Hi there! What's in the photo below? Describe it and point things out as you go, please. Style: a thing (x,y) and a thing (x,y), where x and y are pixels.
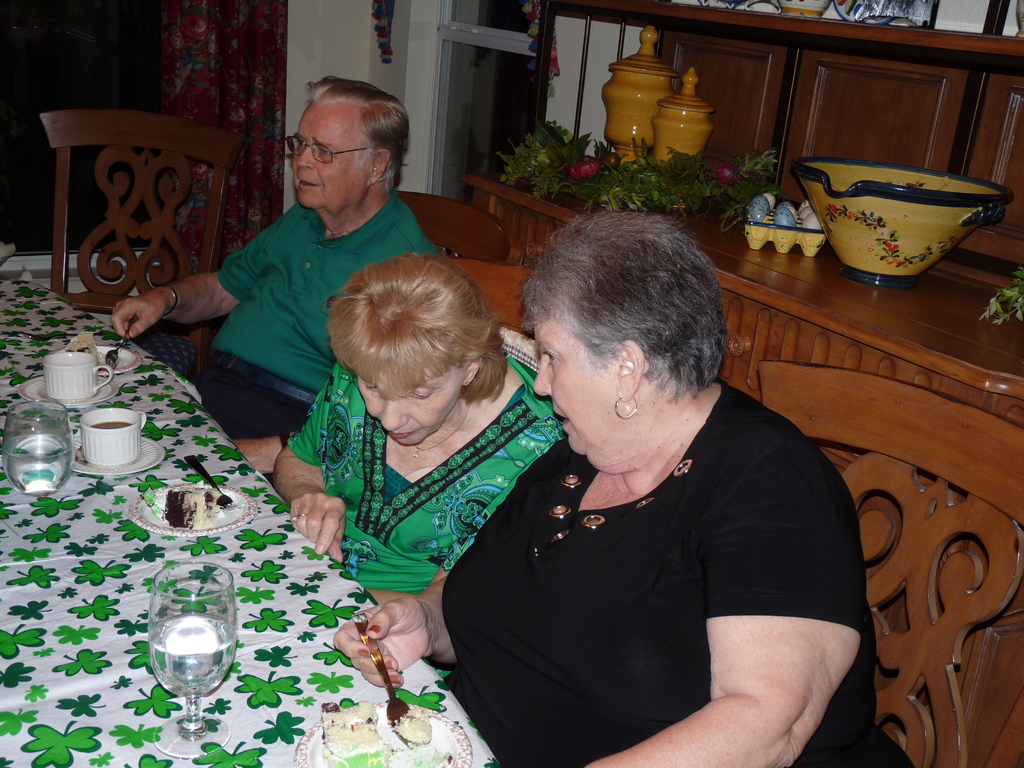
In this picture we can see a person (296,185) sitting on a chair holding a fork (112,357) in his hand (159,312), and beside him a woman (406,393) is sitting, and beside her a woman (583,438) is sitting and holding a fork (394,701) with food item (416,742) in it, in front (109,430) there is the table (405,745) and plate (386,739) and glass tea cup (183,618) and at back side there are some objects (876,248), here is the wall (310,47) and beside there is the curtain (240,57).
